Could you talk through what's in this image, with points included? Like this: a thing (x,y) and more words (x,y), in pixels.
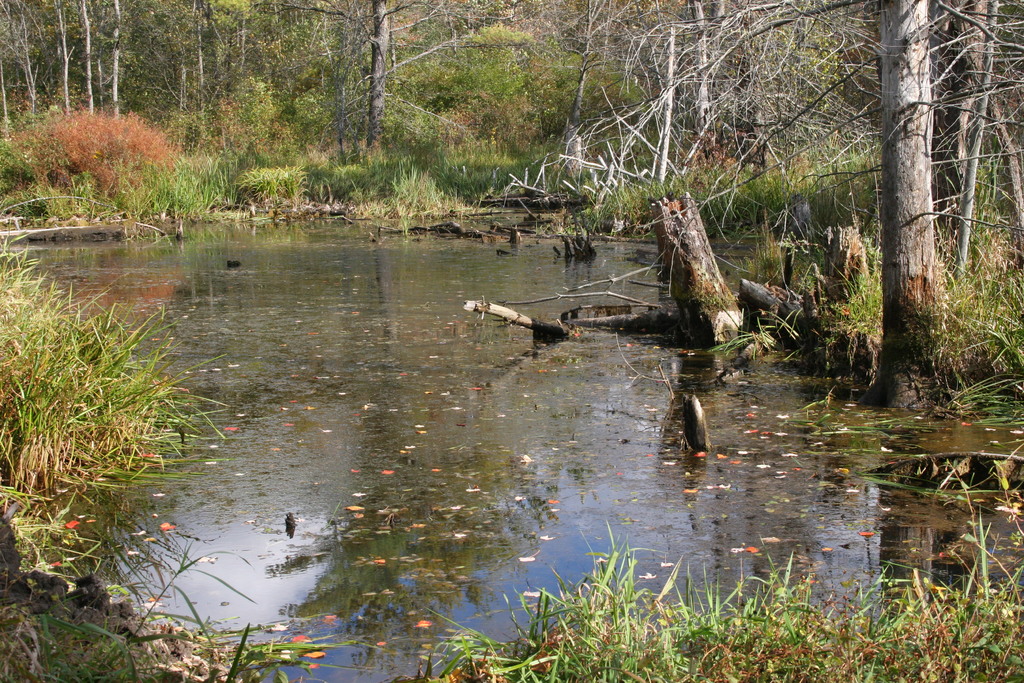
This image consists of water (168,484). It looks like it is clicked in a forest (175,29). To the left (20,347), there is a grass (20,347). In the background (825,106), there are plants (62,145) and trees (815,72).
